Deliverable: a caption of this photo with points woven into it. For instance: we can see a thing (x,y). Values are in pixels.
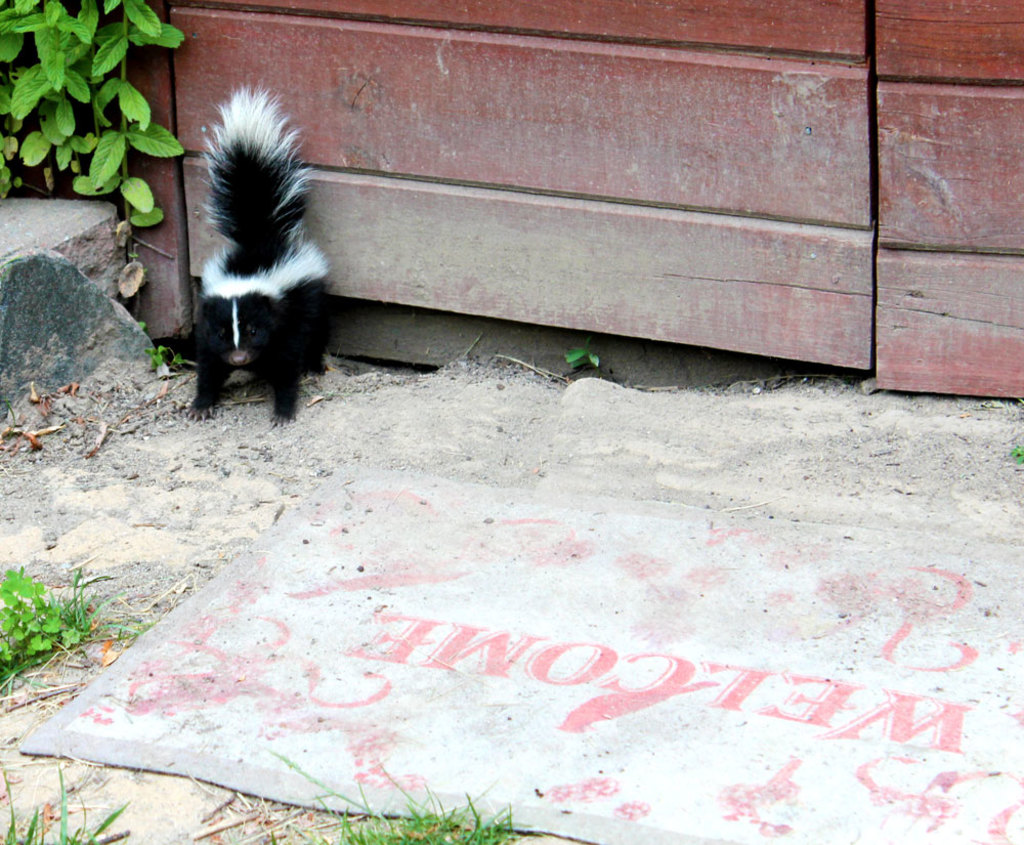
In this image I can see an animal (234,335) which is in black and white color. Background (664,127) I can see a wooden door (677,128) and plants (160,37) in green color.
